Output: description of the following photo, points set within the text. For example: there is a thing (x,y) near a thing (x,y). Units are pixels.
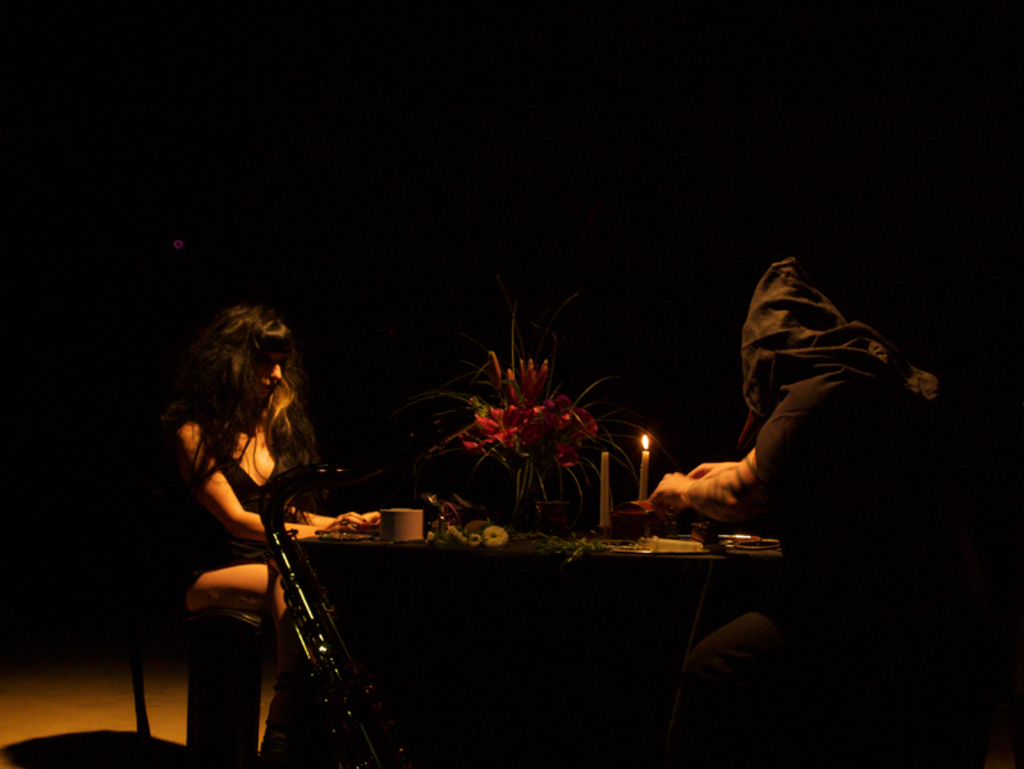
In the center of the image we can see a table (623,600), beside that we can see two people (834,400) are sitting on the chairs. On the table (642,558) we can see the candles (607,493), plant (530,462) and some other objects (488,533). In the bottom left corner (88,703) we can see the floor (100,708). In the background (319,131), the image is dark.
